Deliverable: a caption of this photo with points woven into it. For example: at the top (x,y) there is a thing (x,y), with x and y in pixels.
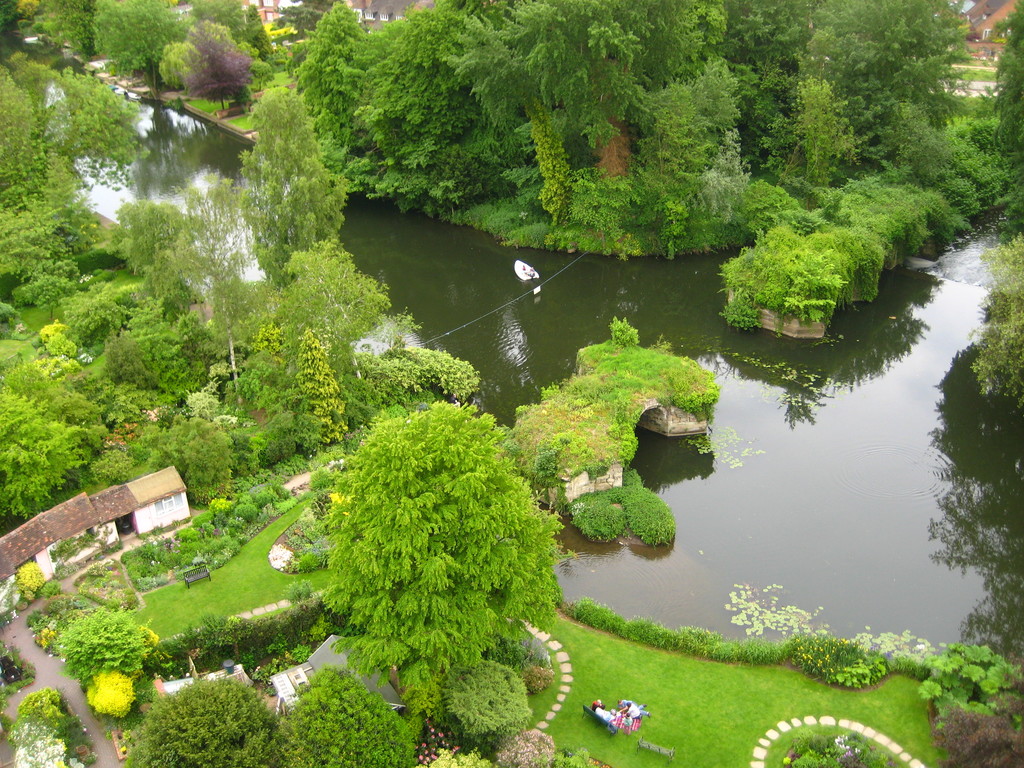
In this image we can see water (787,556), grass (663,669), plants (991,655), houses (181,516), road (90,727), trees (455,468), benches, and people (619,712).
